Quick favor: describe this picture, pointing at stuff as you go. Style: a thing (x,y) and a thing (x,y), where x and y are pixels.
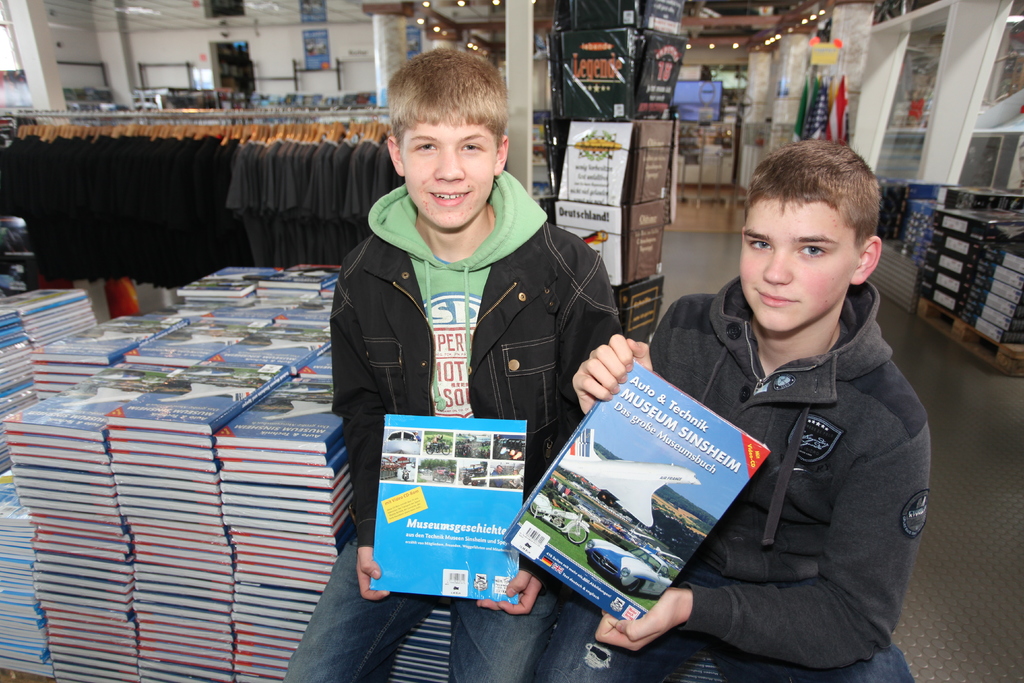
This picture might be taken in a book store (988,627), in this picture in the foreground (532,379) there are two boys (683,374) who are holding some books (609,449) and on the left side (225,417) there are some books (144,367) and some clothes (110,185). On the right side (993,291) there are some boxes (925,208) and a glass window (936,129), and in the center (643,261) there are some other boxes (655,100) and some other objects (697,123). In the background (298,36) there is a wall (273,49) and some boards (410,59) and lights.
